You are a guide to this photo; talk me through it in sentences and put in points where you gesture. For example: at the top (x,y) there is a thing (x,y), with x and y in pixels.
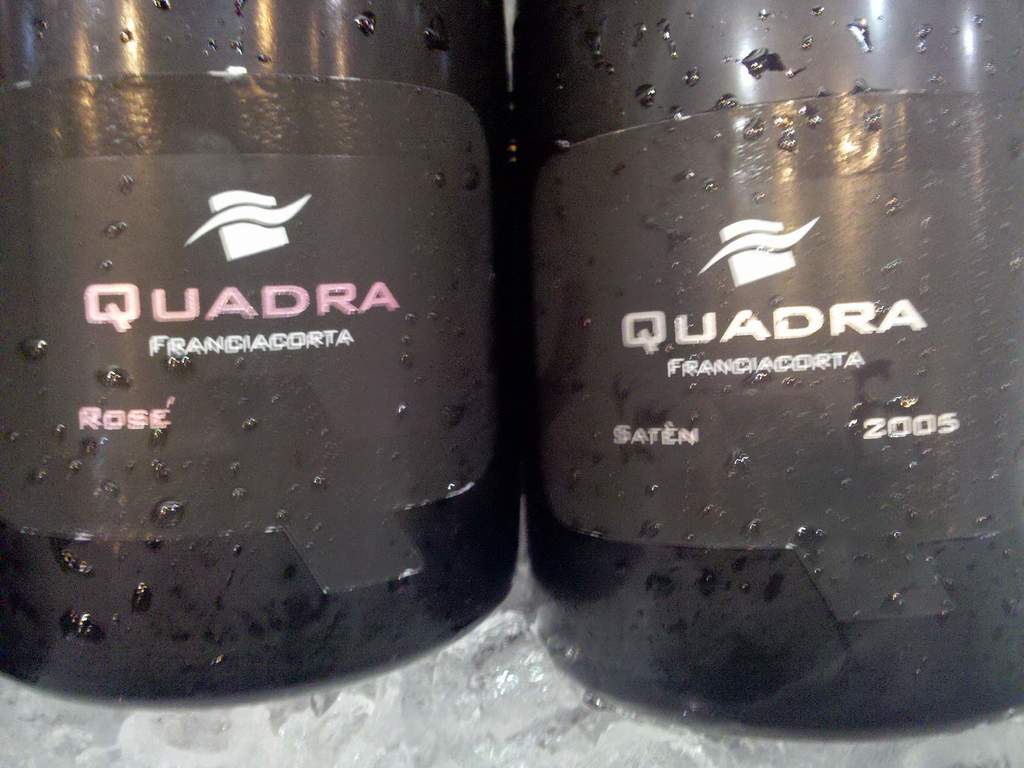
At the bottom of the image (167,740) there is ice (14,757), on the ice (68,765) there two bottles (225,230). On the bottles (225,230) we can see alphabets (85,303) and numbers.
